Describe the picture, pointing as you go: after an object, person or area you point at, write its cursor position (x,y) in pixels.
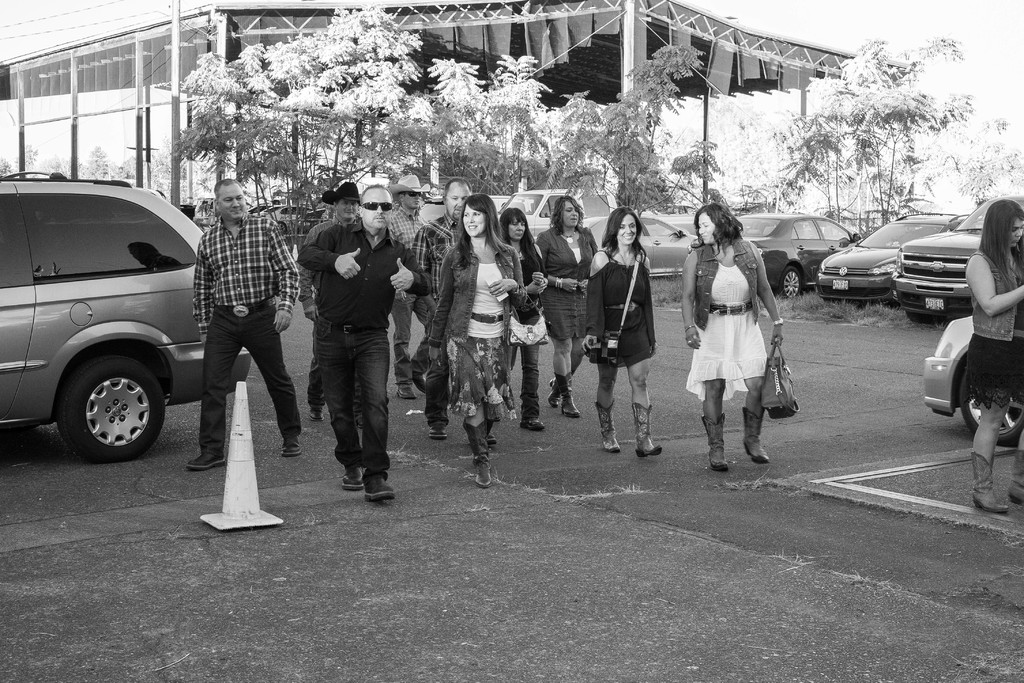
In this image in the middle (551,302) few people (335,319) are walking. There are many cars (67,307) in the image. This is a shelter (543,43). In the background (610,123) there are trees (354,114).
